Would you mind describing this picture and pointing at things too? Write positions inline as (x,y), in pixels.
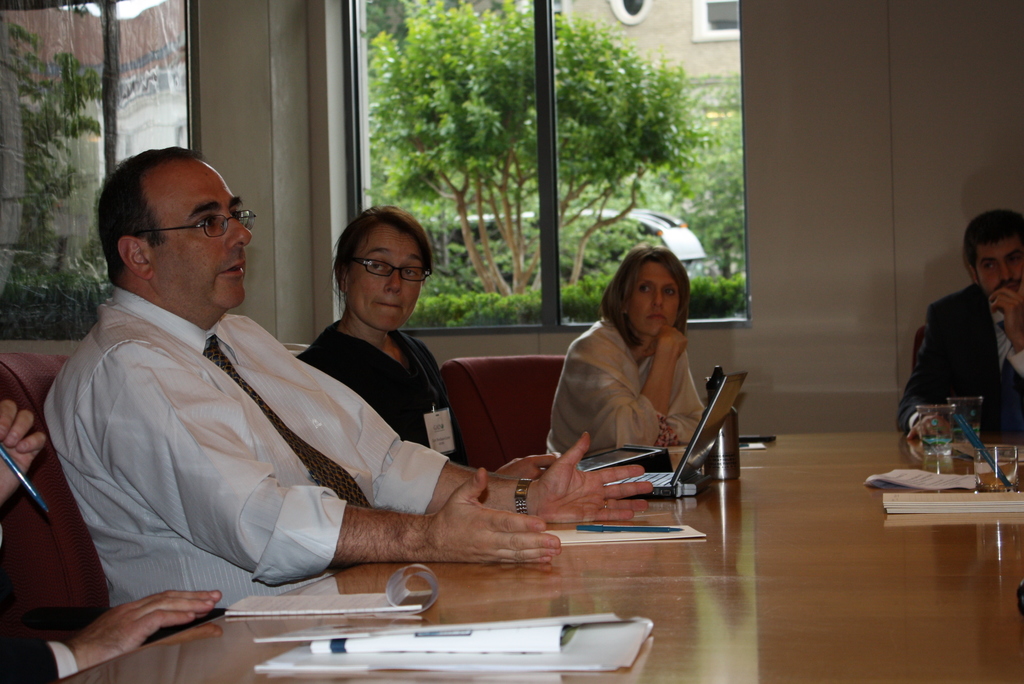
This image is taken inside the room (825,121). In the middle of the image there is a table (704,553) which has a book (390,606), papers (391,634), pen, laptop (689,455), flask (729,455), a glass (932,420) with water (930,438), mobile phone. In the left side of the image (121,499) a person (172,466) is sitting on a chair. In the right side of the image (979,364) a person (992,347) is sitting on a chair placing his hand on a table (665,576). In the middle of the image (681,368) a woman (652,392) is sitting on a chair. In this image there is a wall (782,60) with a window (672,61). At the background (633,131) there is a tree (481,22) along with small plants (482,304) and a vehicle (645,226).
